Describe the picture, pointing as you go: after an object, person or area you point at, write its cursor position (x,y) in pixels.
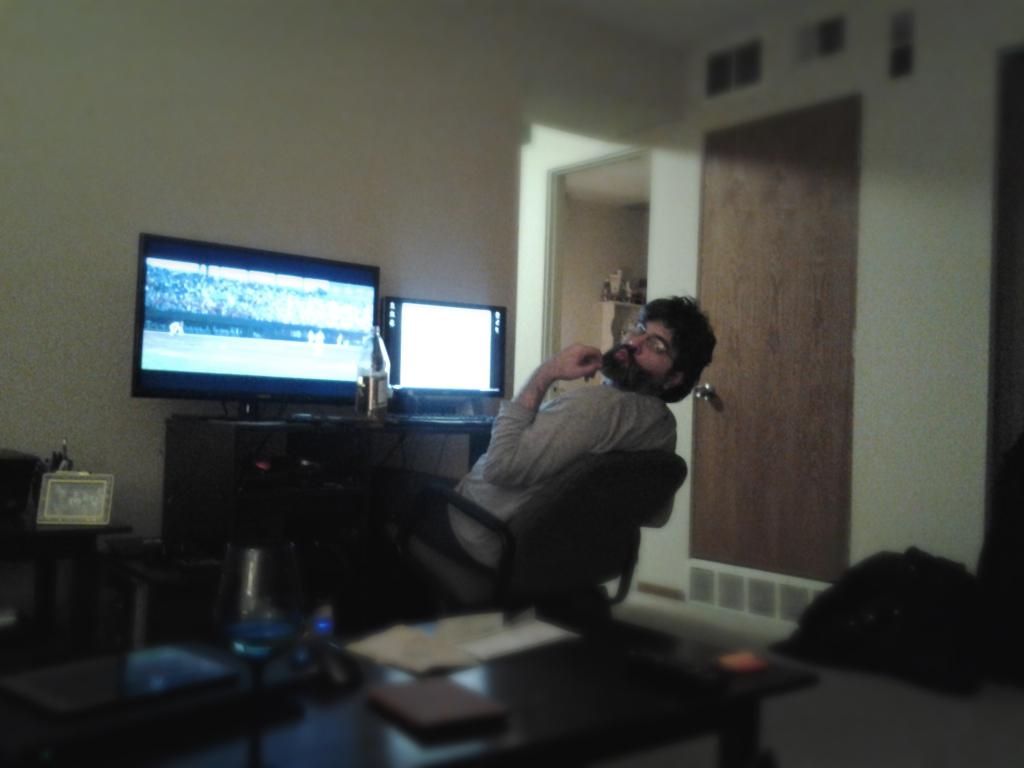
In this picture there is a person (538,438) sitting in chair (515,526) and there is a table (349,472) in front of him which has a television (283,359), desktop (460,363) and a bottle (370,391) on it and there is a table (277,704) in the left corner (272,723) which has some objects (329,666) on it and there is a door (759,280) and some other objects (885,618) beside him.
